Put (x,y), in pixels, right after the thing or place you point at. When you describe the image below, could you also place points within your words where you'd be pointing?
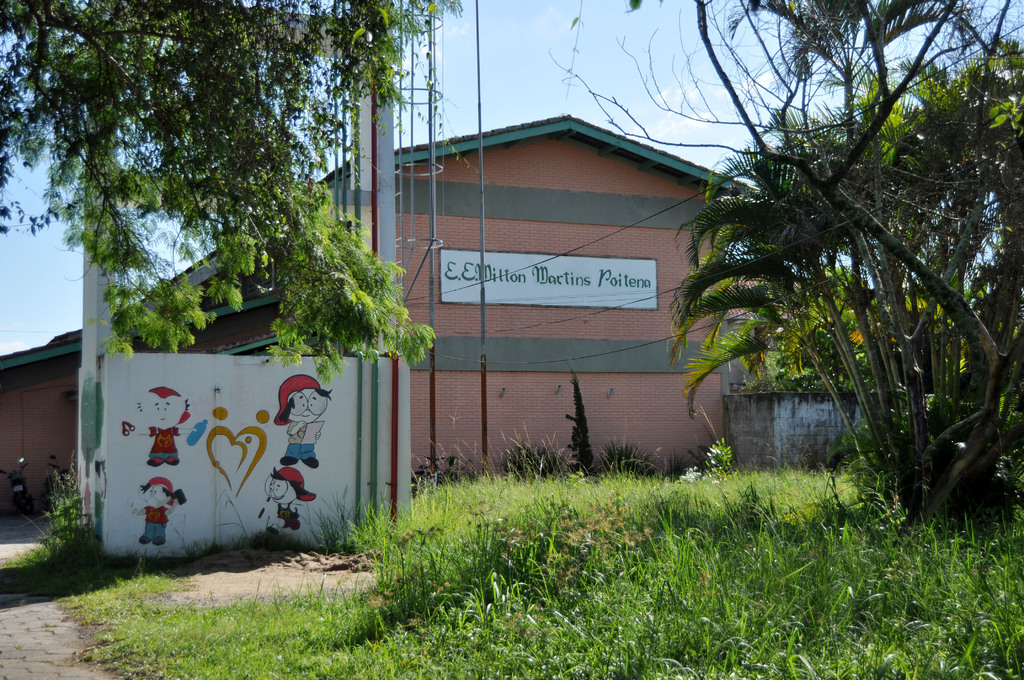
At the bottom of the image (508,566) there is grass (508,566) on the surface (569,550). There is a board (300,501) with painting (262,485) on it. There are poles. In the background of the image (855,360) there are trees (731,303). There is a wall (819,413). There are buildings (60,416), bikes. At the top of the image (608,28) there is sky (601,10).
